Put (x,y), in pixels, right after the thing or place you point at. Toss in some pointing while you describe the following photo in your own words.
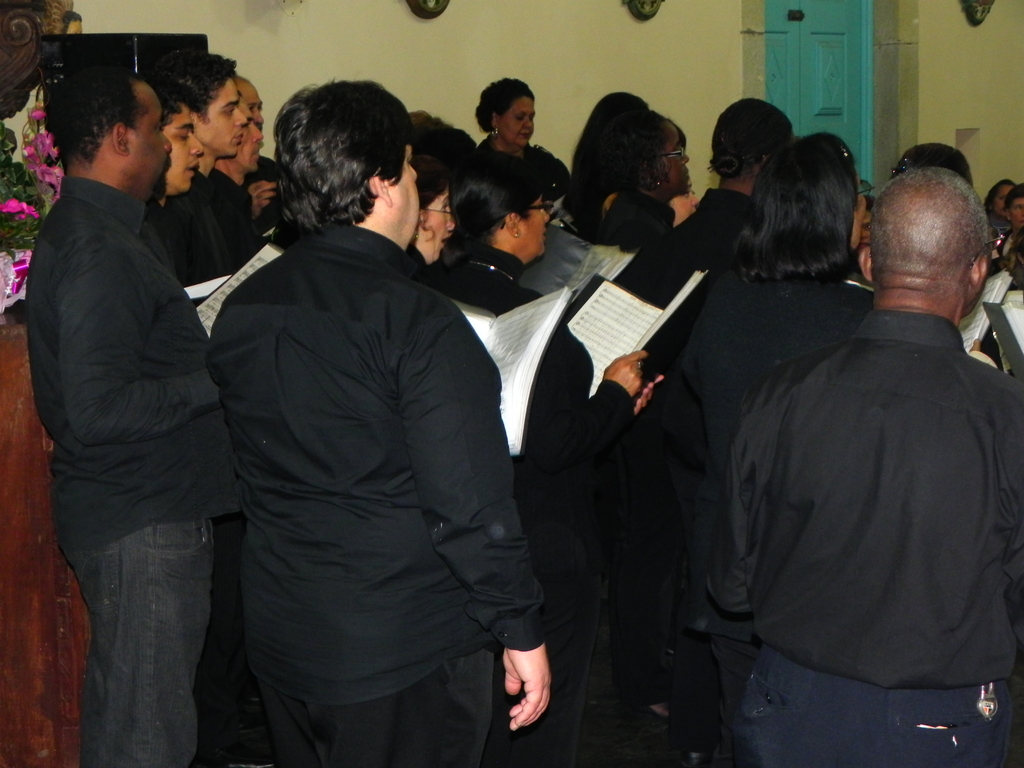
This is an inside view of a room (243,491). Here I can see a crowd (354,494) of people (449,518) wearing black color dresses (450,435), holding books (508,333) in their hands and standing facing towards the right side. In the background (686,56) there is a door (781,71) to the wall (535,75). On the left side (23,182) there is a plant (18,209) placed on a table (18,567).
